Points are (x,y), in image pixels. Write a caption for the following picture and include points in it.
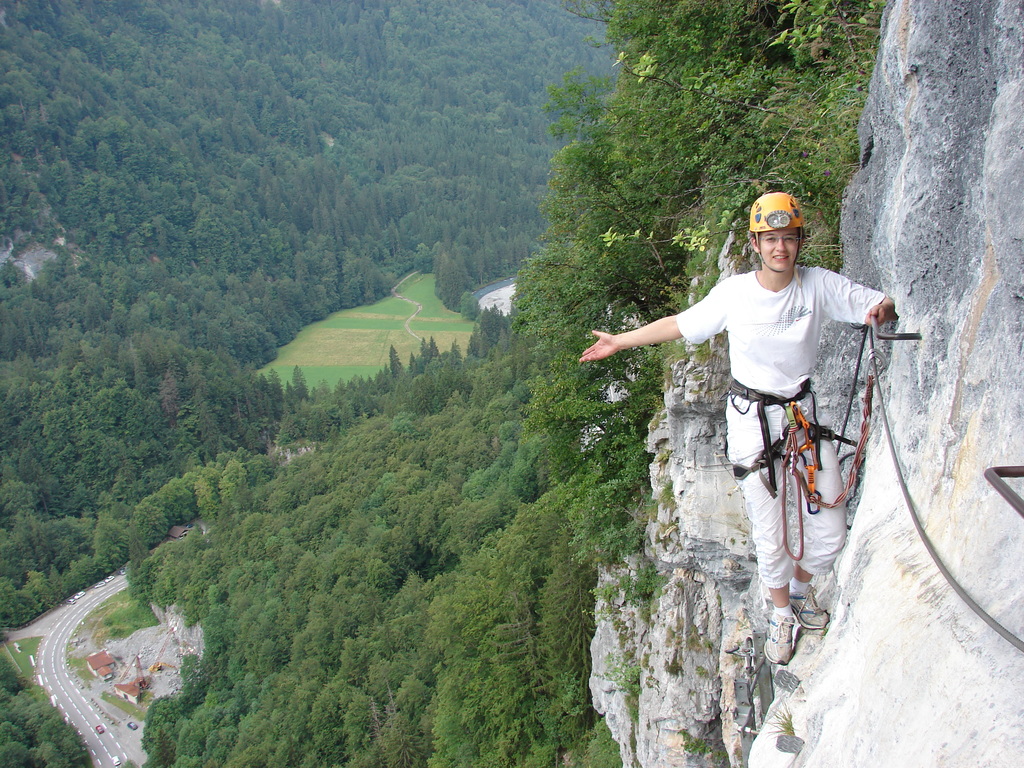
In this image I can see a woman (783,237) is standing, I can see she is wearing white colour dress (775,334), white shoes (793,613), yellow helmet (790,226) and I can see she is holding a rope (871,375). In the background (445,388) I can see number of trees (311,323) and a road (65,673).
